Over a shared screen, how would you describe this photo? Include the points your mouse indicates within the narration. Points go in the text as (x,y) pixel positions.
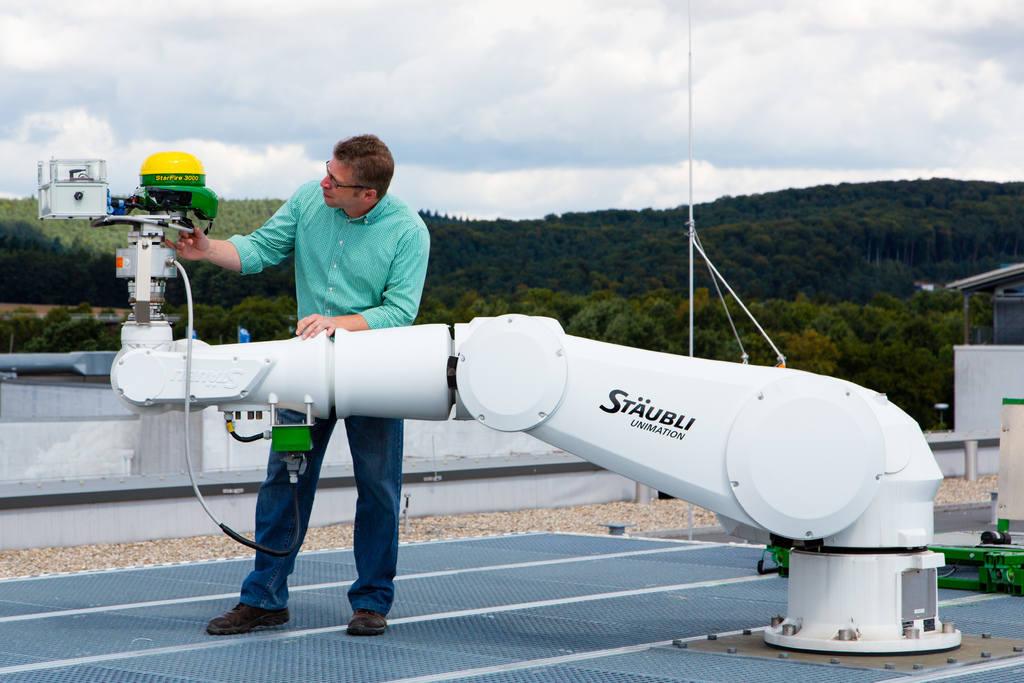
As we can see in the image there is an electric equipment (606,447), a man (365,447) standing and wearing green color shirt (348,259). In the background (697,266) there are trees (701,284). At the top (423,50) there is sky (372,59) and clouds (201,81).
